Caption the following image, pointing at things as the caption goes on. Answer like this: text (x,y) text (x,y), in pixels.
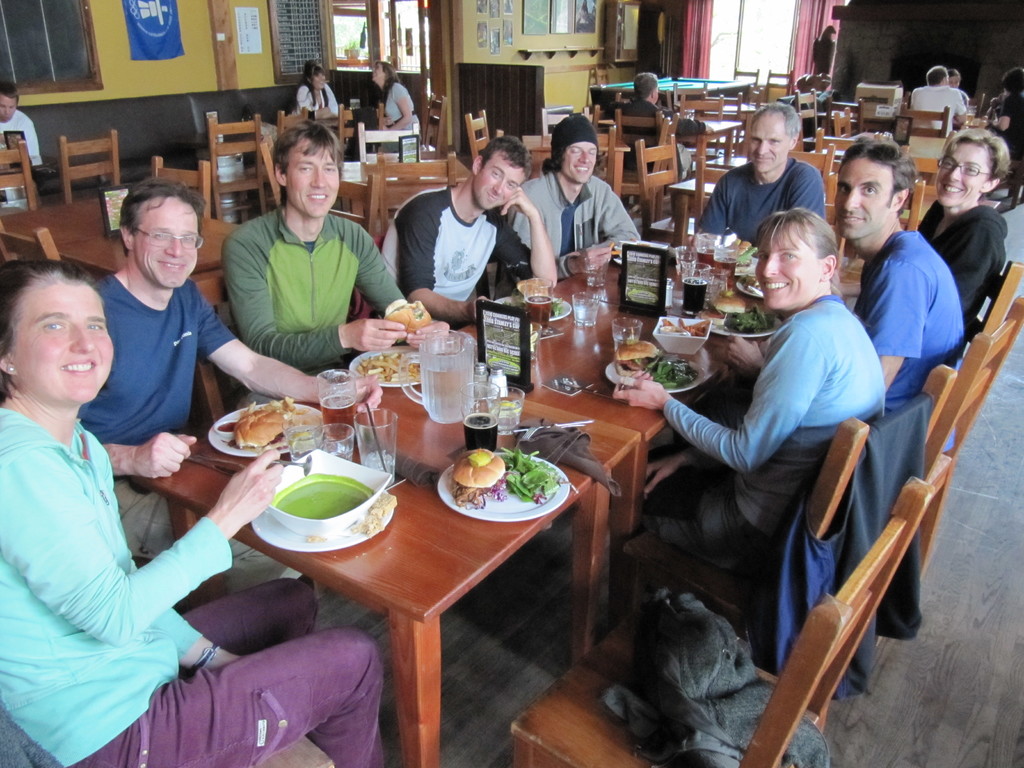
These persons (722,221) are sitting on a chair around this table (566,406), on this table (410,455) there are plates (668,383), bowl (688,337), glasses (696,281), bottles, jar (439,348) with water (436,384), cards (514,356), cloth (565,452) and food (261,421). These persons (920,266) are smiling. On this chair (606,719) there is a jacket (664,664). Far few persons (27,138) are also sitting on chairs (911,112), in-front of them there are tables (20,213). A banner (147,22), pictures (483,24) and posters (246,37) is on wall (264,75). This is window (734,39) with curtain (706,35).
